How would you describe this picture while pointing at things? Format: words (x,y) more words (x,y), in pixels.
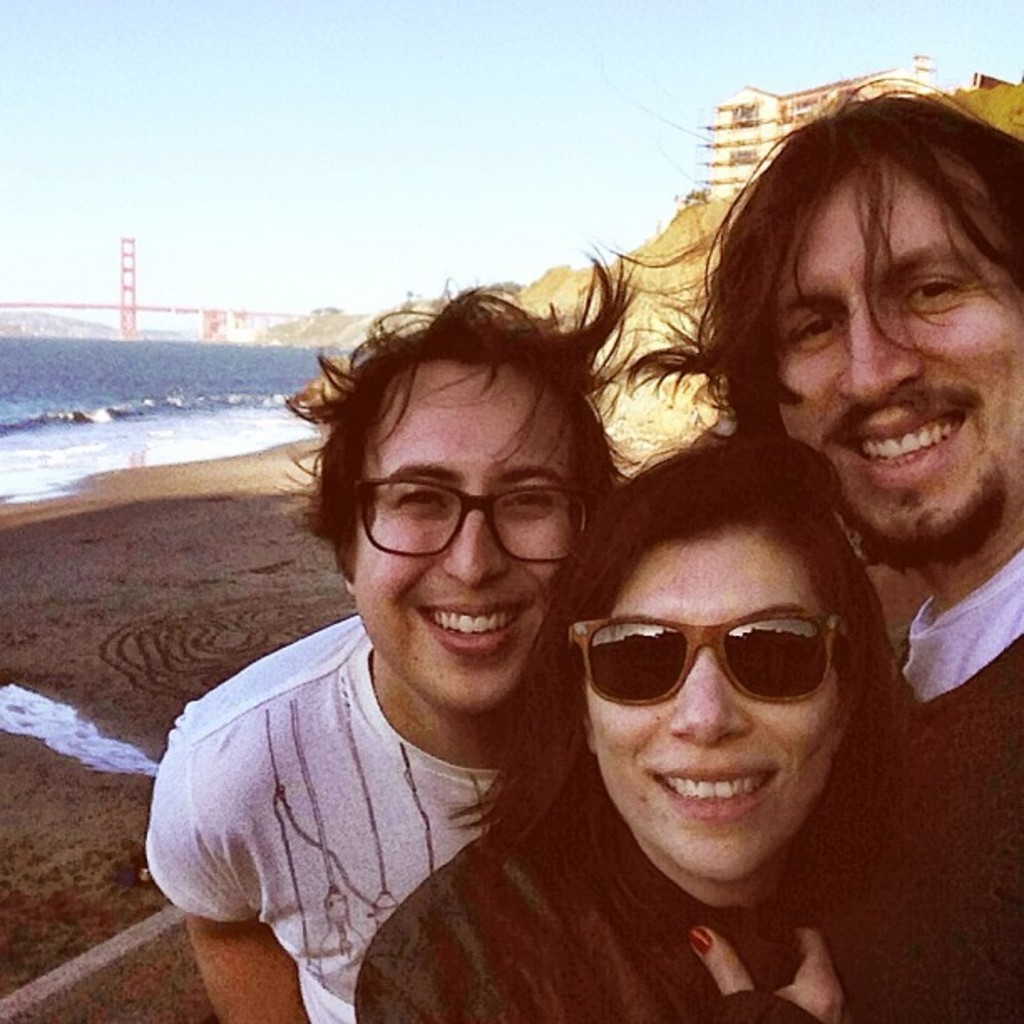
In the center of the image (481,579) we can see three people (778,507) standing and smiling. On the left (120,427) there is water (105,398) and we can see bridge (124,315). In the background (651,246) there is a building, hill (696,236) and sky (454,107).
